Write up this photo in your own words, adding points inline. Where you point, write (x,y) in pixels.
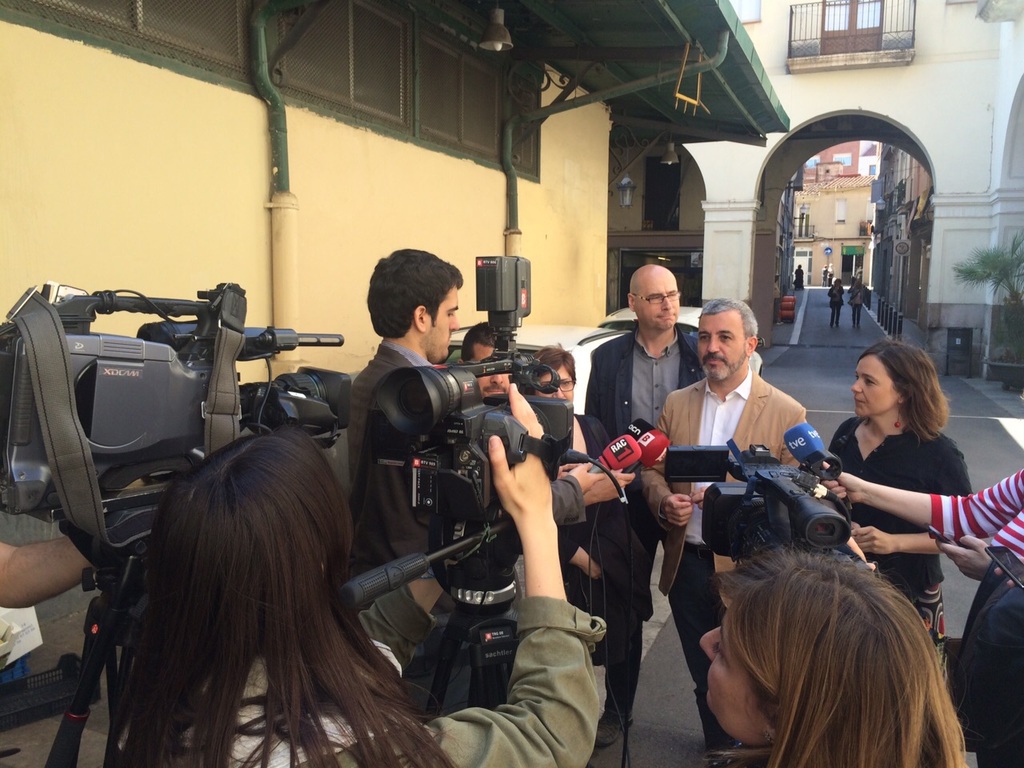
In this picture I can see buildings (658,146) and few people (831,305) walking and I can see few people (623,480) standing and few are holding microphones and few are holding cameras (487,514) in their hands (515,483) and I can see plant (1008,319) in the pot (1002,363).
